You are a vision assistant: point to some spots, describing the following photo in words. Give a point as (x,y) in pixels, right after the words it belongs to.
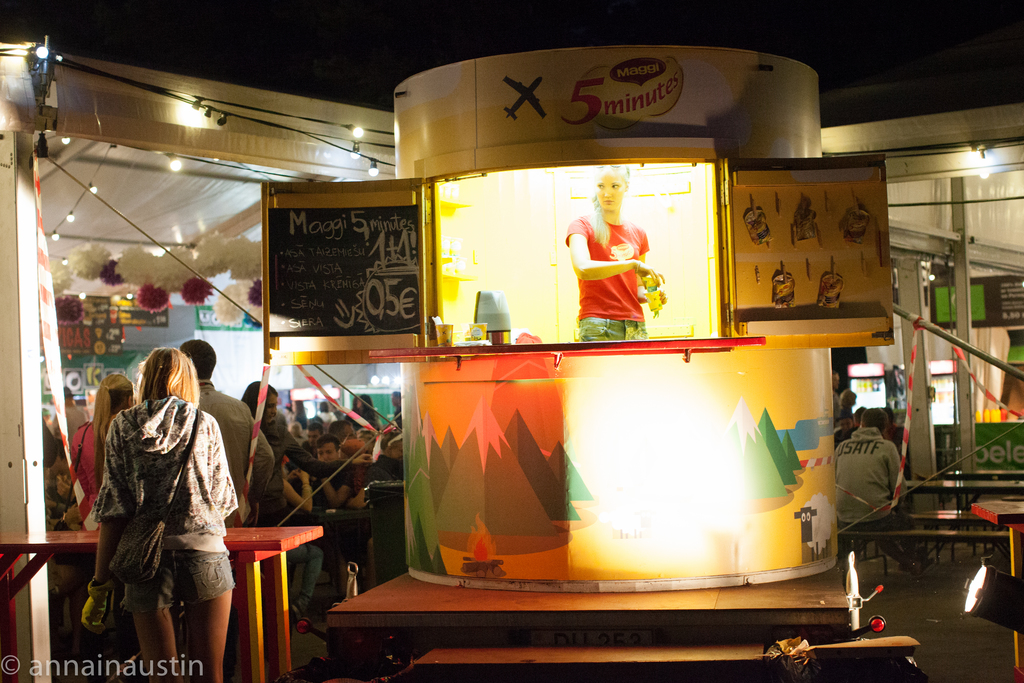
In this image there are a few stalls (403,351) with decoration (513,403), in front of the stalls (468,439) there are so many people (306,447) standing and sitting, there are benches (1017,650), boards (309,268) with some text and focus lights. At the center of the image (612,295) there is a woman (602,275) holding something in her hand (641,262) and standing in the stall (624,350), in front of her there are so many objects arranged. The background (440,6) is dark.
